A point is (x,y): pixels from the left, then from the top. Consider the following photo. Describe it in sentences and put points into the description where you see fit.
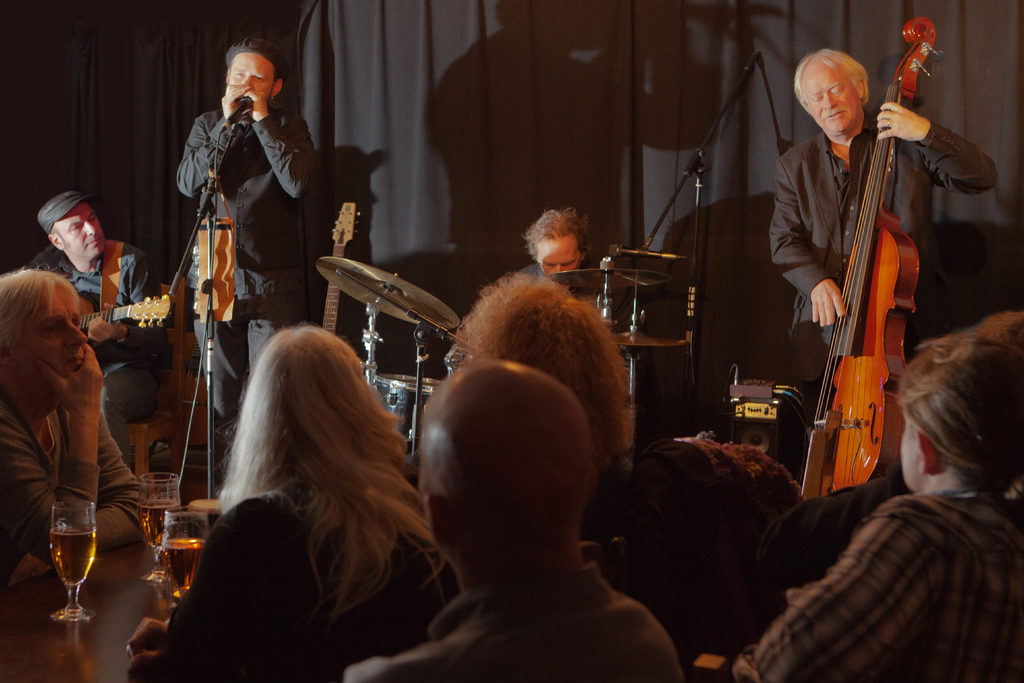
There is a music band (235,303) on the side of a room (628,289). Four members (796,336) are playing four different kinds of instruments (421,293). Behind them, there is a black curtain (435,94) in the background (553,98). In front of them, there are some people (390,436) watching and enjoying their performance, sitting in the chairs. In front of them there are some glasses (157,523) with some drink (68,561) on the table (81,630).
